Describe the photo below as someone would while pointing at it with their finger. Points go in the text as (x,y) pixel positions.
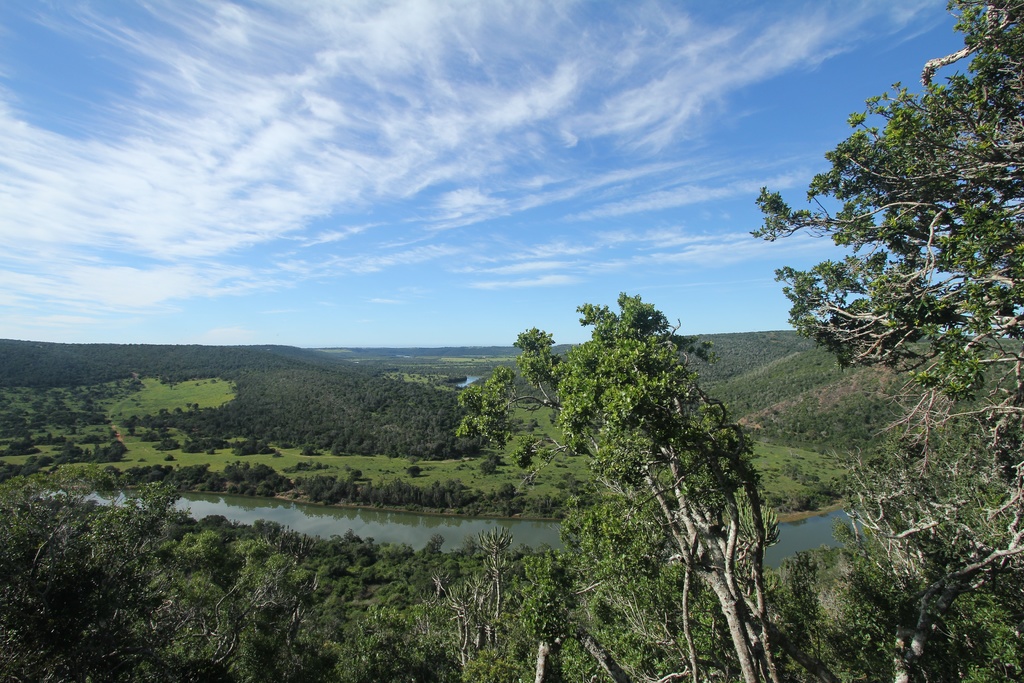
In the image there is a river (388,526) and around the river (200,501) there are trees (150,510) grass (221,452) and plants (276,622).
